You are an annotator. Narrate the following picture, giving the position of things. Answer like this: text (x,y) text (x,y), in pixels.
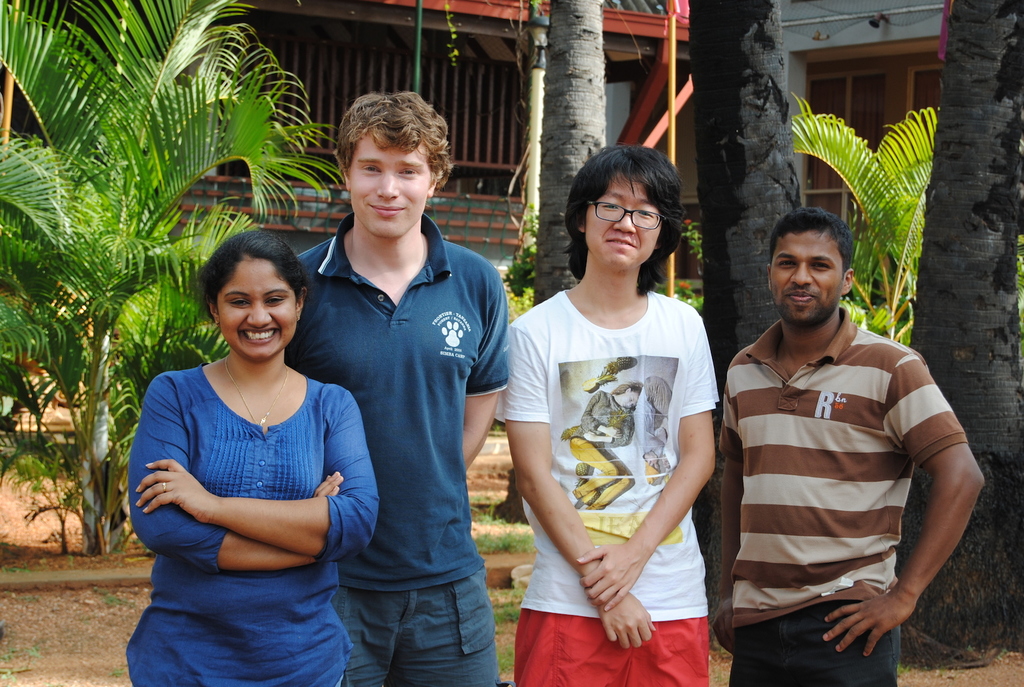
In the image there are few people (628,528) standing and smiling. Behind them there are trees (774,180). In the background (493,139) there are buildings (683,25) with walls (680,116), windows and rods (447,112).
